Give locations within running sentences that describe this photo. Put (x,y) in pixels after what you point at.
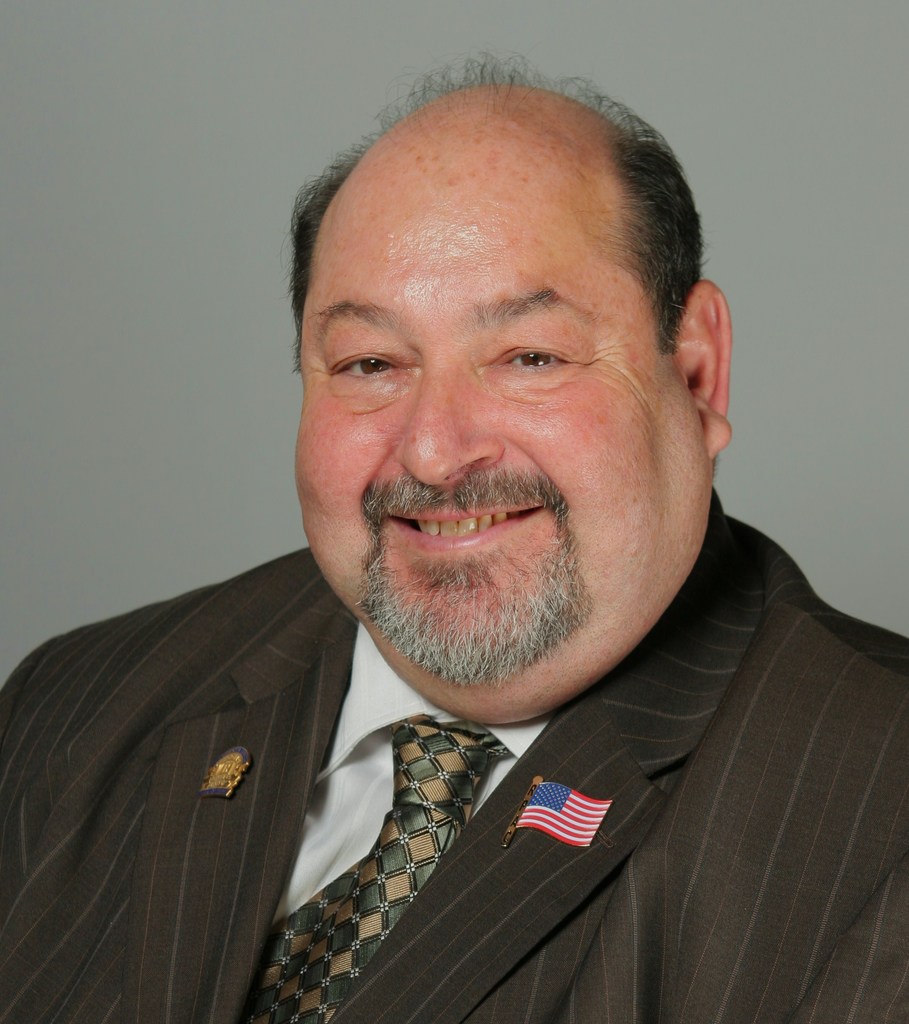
In this picture I can see a human (516,601) with a smile (522,514) on his face (487,467) and I can see a gray color background (206,66) and a flag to his coat (128,824).
